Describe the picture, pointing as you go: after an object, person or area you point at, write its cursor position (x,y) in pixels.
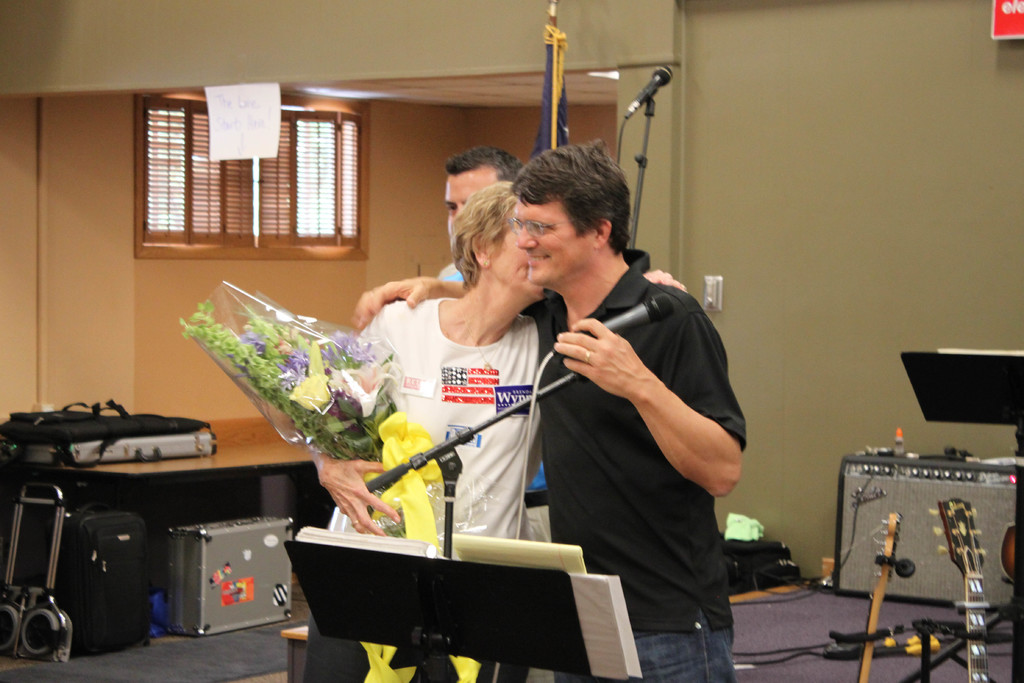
In the image there are two persons (460,309) hugging each other with a flower bouquet (355,402) in their hands (580,334) standing in front of mic (440,450) with music instruments (975,642) on the right side of the room (118,662), on the back (216,187) there is a window (205,179) on the wall (359,271).
